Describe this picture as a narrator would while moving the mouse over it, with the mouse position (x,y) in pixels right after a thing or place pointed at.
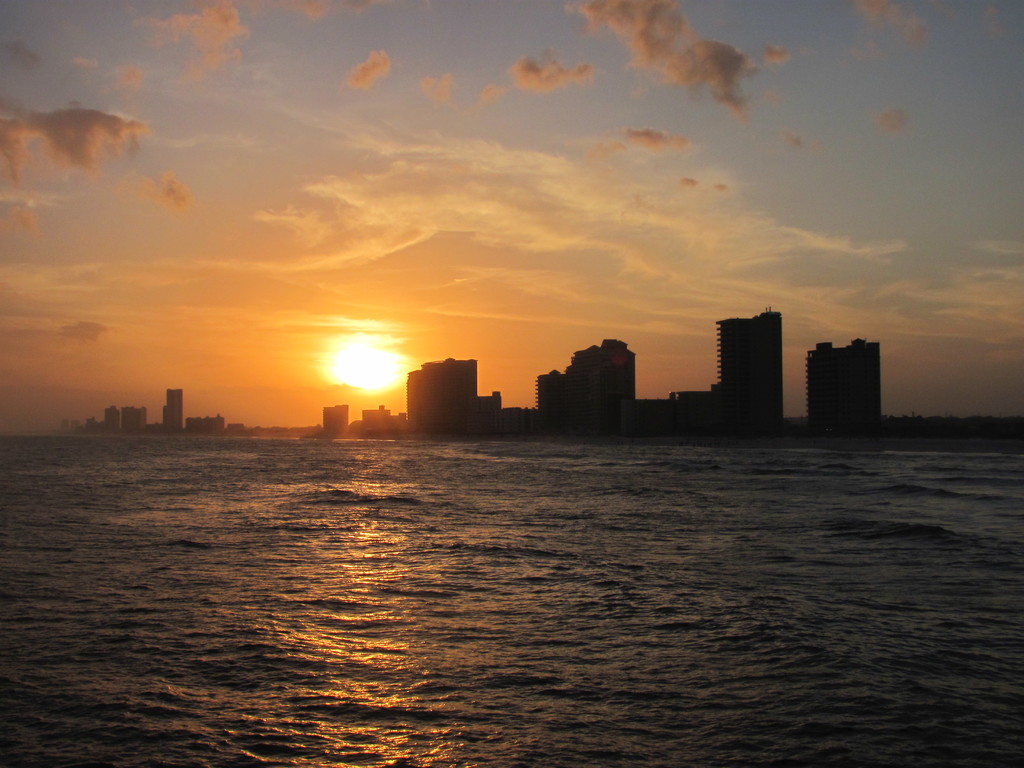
Front we can see water (390,612). Background (385,361) there are buildings (857,400), sunrise (347,389) and cloudy sky (436,156).
